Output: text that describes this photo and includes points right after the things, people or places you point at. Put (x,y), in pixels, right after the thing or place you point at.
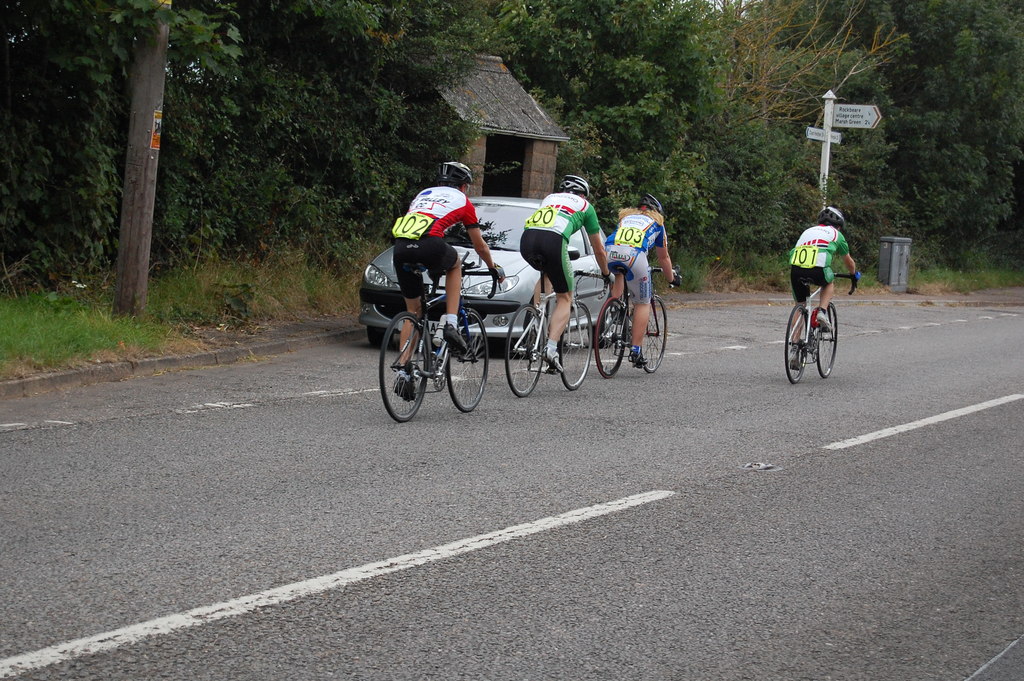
In this image there are four persons (629,257) cycling on the road (618,442). We can also see a car (582,252) on the road (590,460). In the background (314,124) there is a roof (474,107) for shelter (497,145), poles (829,134) and also trees (720,80).
